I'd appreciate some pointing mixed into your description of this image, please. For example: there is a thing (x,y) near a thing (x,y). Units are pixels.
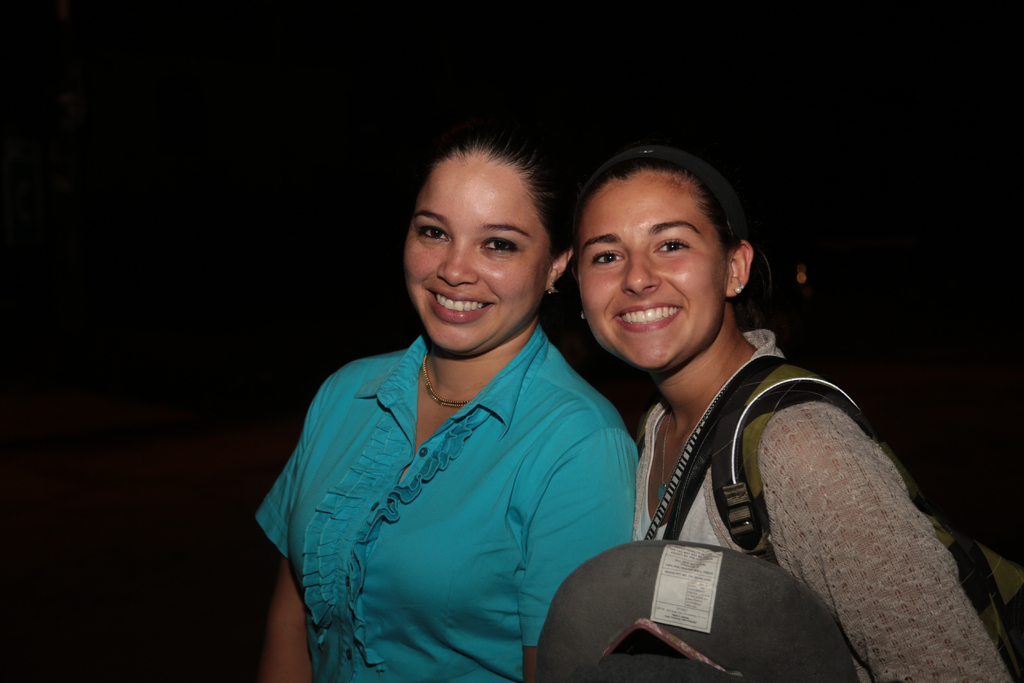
In this image there are two women (563,439) standing. They are smiling. The woman (714,334) to the right (754,425) is wearing bags (724,434). The background (341,121) is dark.
